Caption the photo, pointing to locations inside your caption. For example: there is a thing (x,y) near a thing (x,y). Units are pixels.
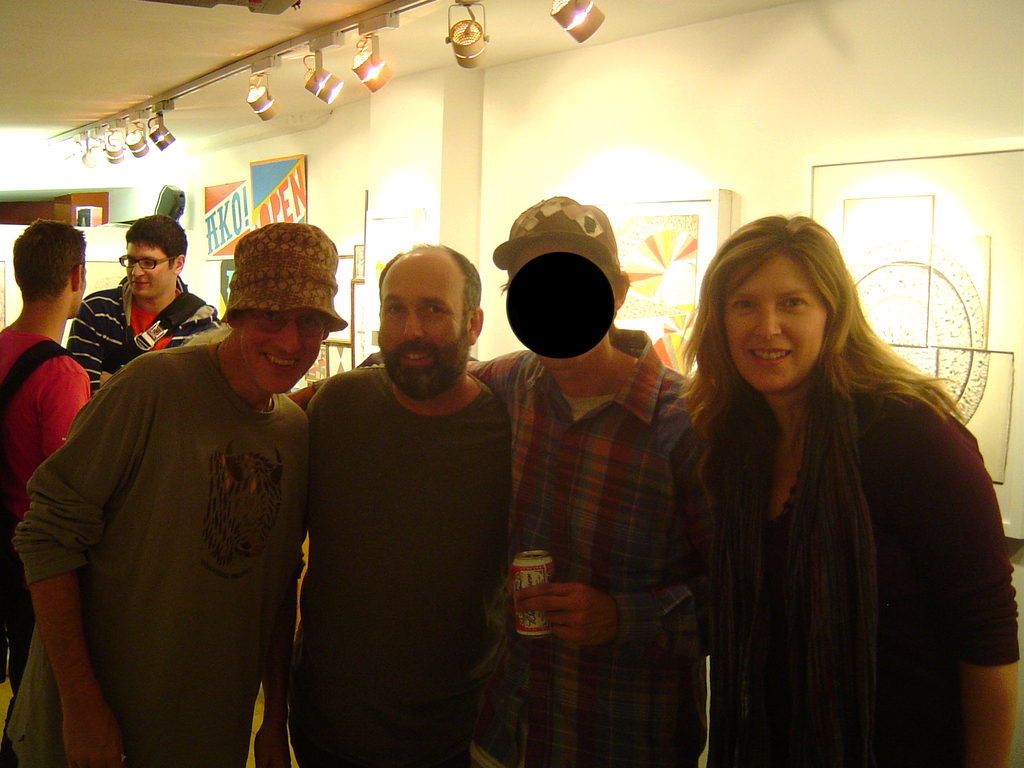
In this image I can see three men (363,460) and a woman (926,536) wearing black dress (883,581) are standing and I can see a man (689,492) is holding a tin (546,623) in his hand (515,603). In the background (36,374) I can see two other persons (114,340) standing, the ceiling (44,50), few lights (311,76) attached to the ceiling (433,49), the cream colored wall (680,52), few photo frames (888,255) attached to the wall (197,179) and few other objects (173,190).
